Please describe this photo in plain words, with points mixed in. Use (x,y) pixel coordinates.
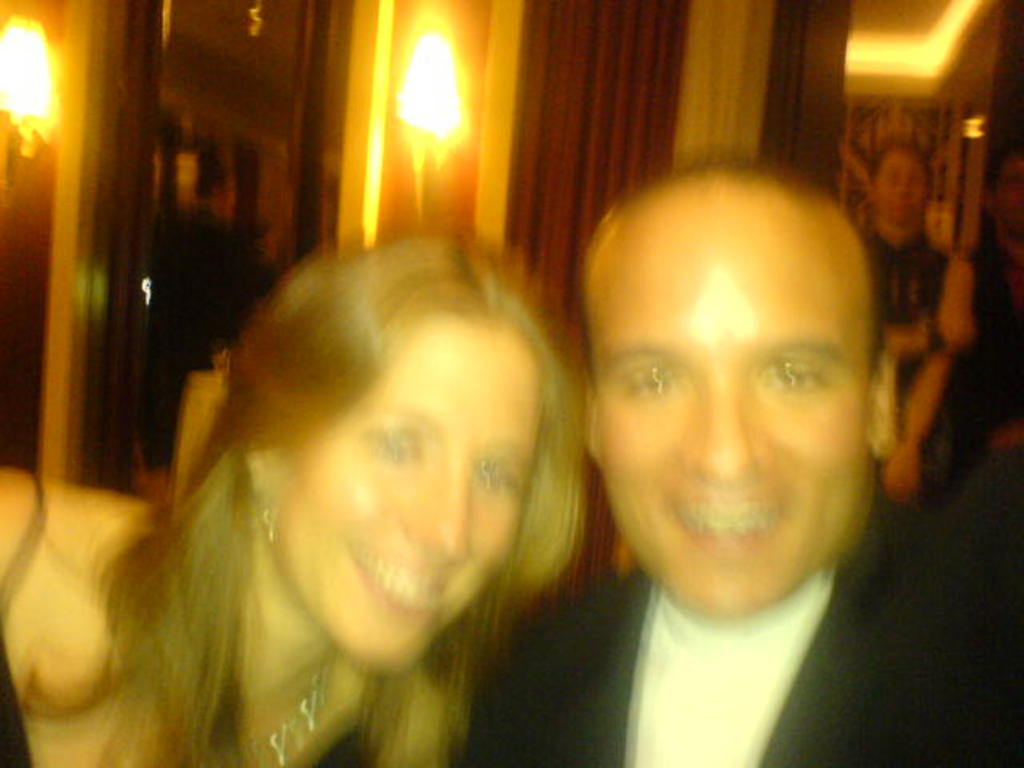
In this image there is a man (781,447) towards the bottom of the image (812,522), there is a woman (466,463) towards the bottom of the image (510,589), there are persons (948,354) towards the right of the image (930,286), there is a wall (473,124) towards the top of the image (471,64), there are lights (444,77) on the wall (463,115), there is an object (208,189) towards the top of the image (205,177) that looks like a door (213,210), there is a curtain (629,117) towards the top of the image (638,148), there is roof (957,32) towards the top of the image (957,31).
